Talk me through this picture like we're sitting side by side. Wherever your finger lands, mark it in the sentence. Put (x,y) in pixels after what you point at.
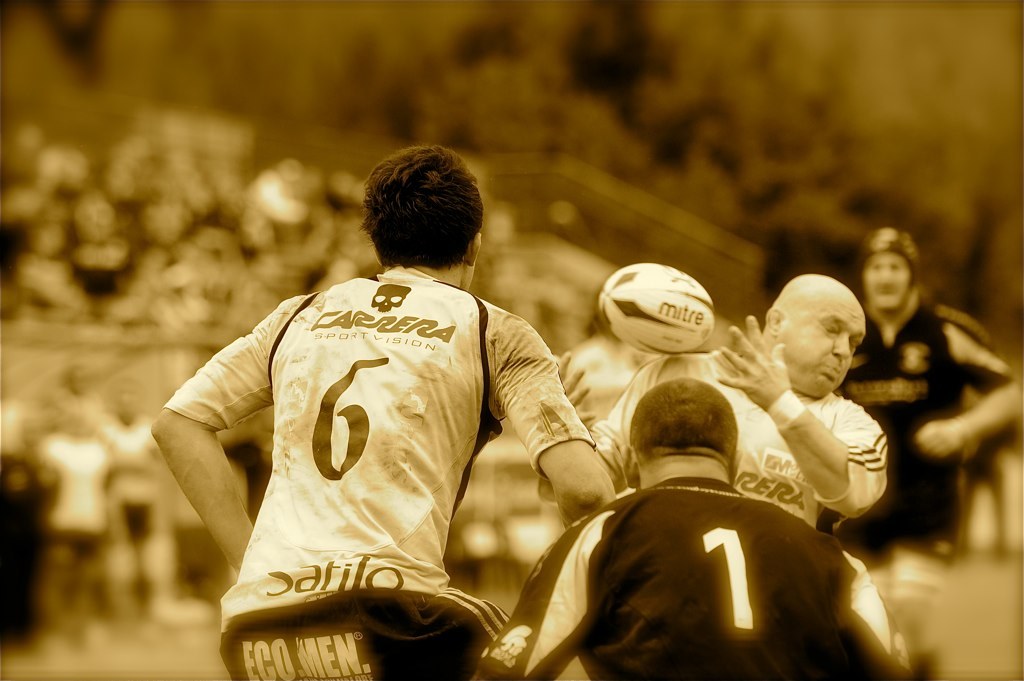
In this picture there is a man (383,343) who is wearing t-shirt (352,475) and trouser (329,676). On the t-shirt (385,444) we can read the number six (376,363). On the right (815,443) we can see a bald person (800,379) who is catching this throw ball (649,295). On the bottom right (760,579) we can see a person (702,500) who is wearing number one t-shirt (697,544). On the background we can see group of persons (121,455) standing near to the stadium (155,382). On the right (876,263) there is a man (912,441) who is running. On the left (80,264) background (282,257) we can see audience (266,256).
